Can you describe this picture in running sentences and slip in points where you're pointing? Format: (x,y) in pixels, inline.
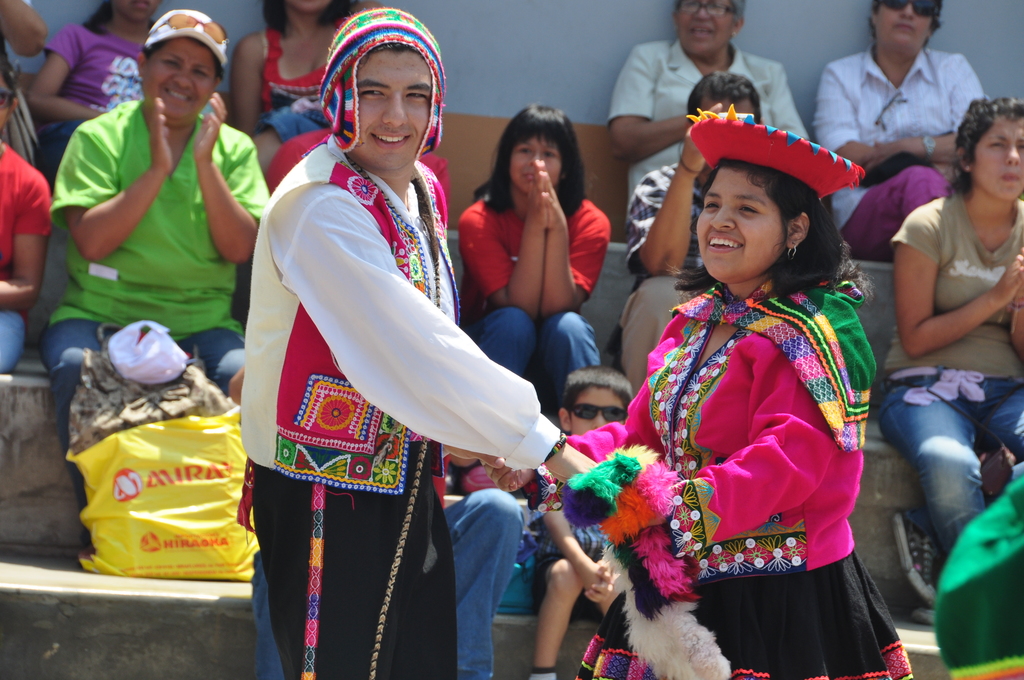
In this image in front (749,262) there are two people (374,299) wearing a smile on their faces (766,268). Behind them there are few other people (34,24) sitting on the stairs (124,608). In the background of the image (532,40) there is a wall (549,37).
